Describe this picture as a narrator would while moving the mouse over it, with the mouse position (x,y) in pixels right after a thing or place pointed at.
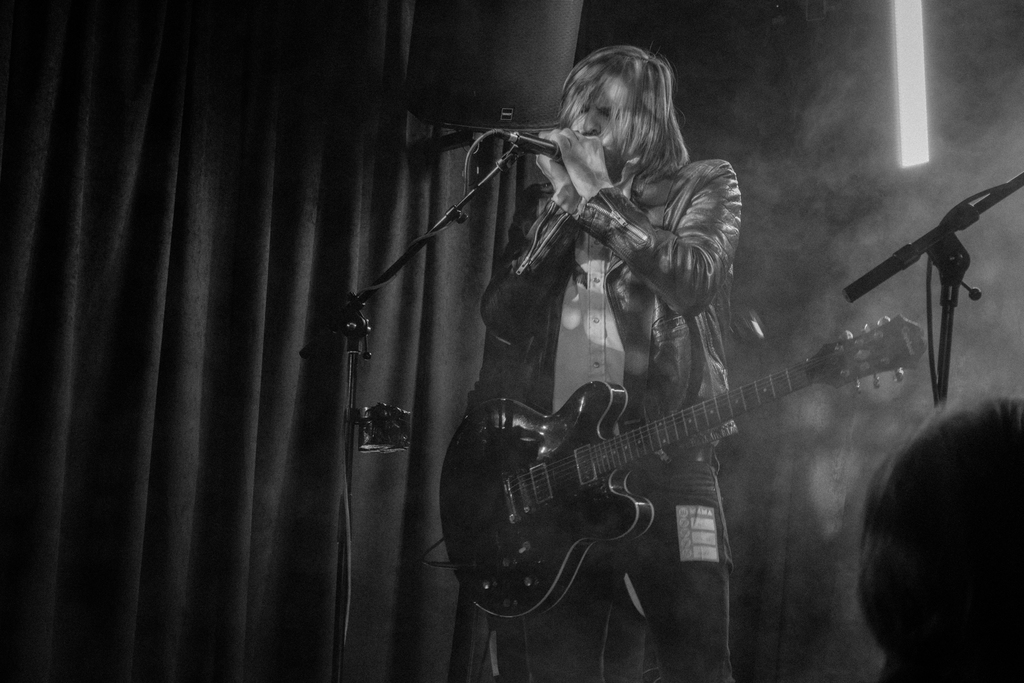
It is a black and white image a person (668,306) is standing and singing there is a mic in front of him he is wearing a guitar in the background (771,144) there is a light (908,12), curtains (321,57) and a wall (776,211).
